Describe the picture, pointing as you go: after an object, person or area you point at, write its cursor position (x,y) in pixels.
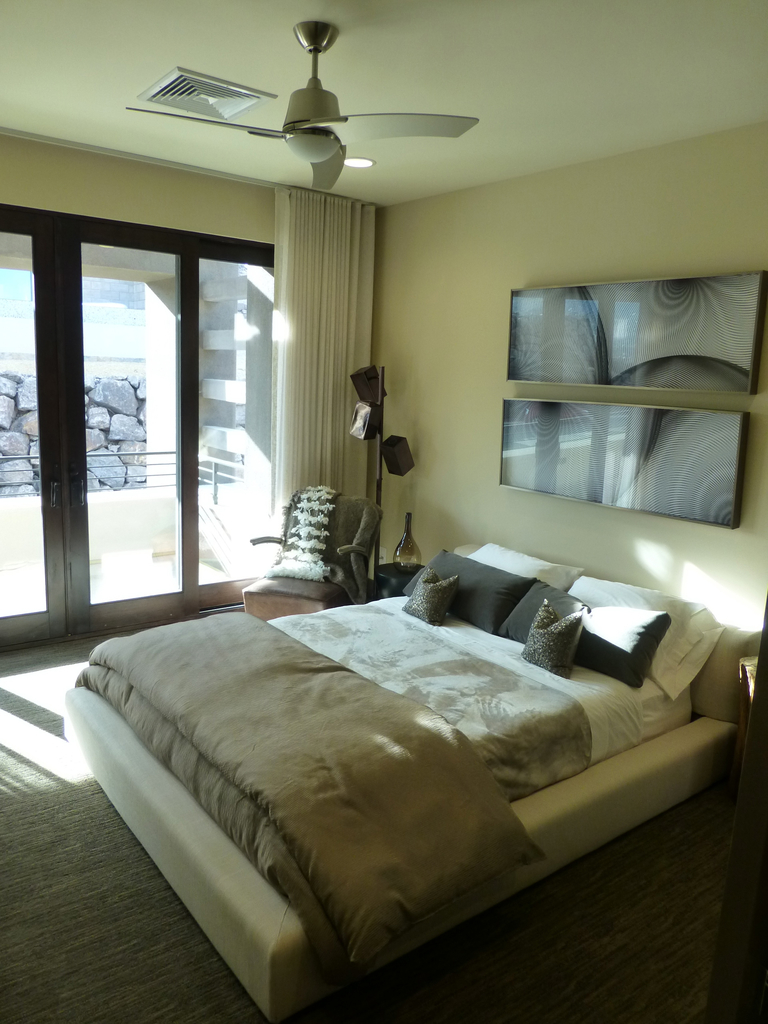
This picture describes about inside view of a room (269,559), in this we can find pillows (505,588) on the bed (412,688), beside the bed (412,688) we can see a bottle (414,553), curtains (326,360) and other things (378,507), on the right side of the image (582,334) we can see frames (650,359) on the wall (428,521), in the background (14,399) we can see few rocks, at the top of the image (403,138) we can see a light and a fan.
